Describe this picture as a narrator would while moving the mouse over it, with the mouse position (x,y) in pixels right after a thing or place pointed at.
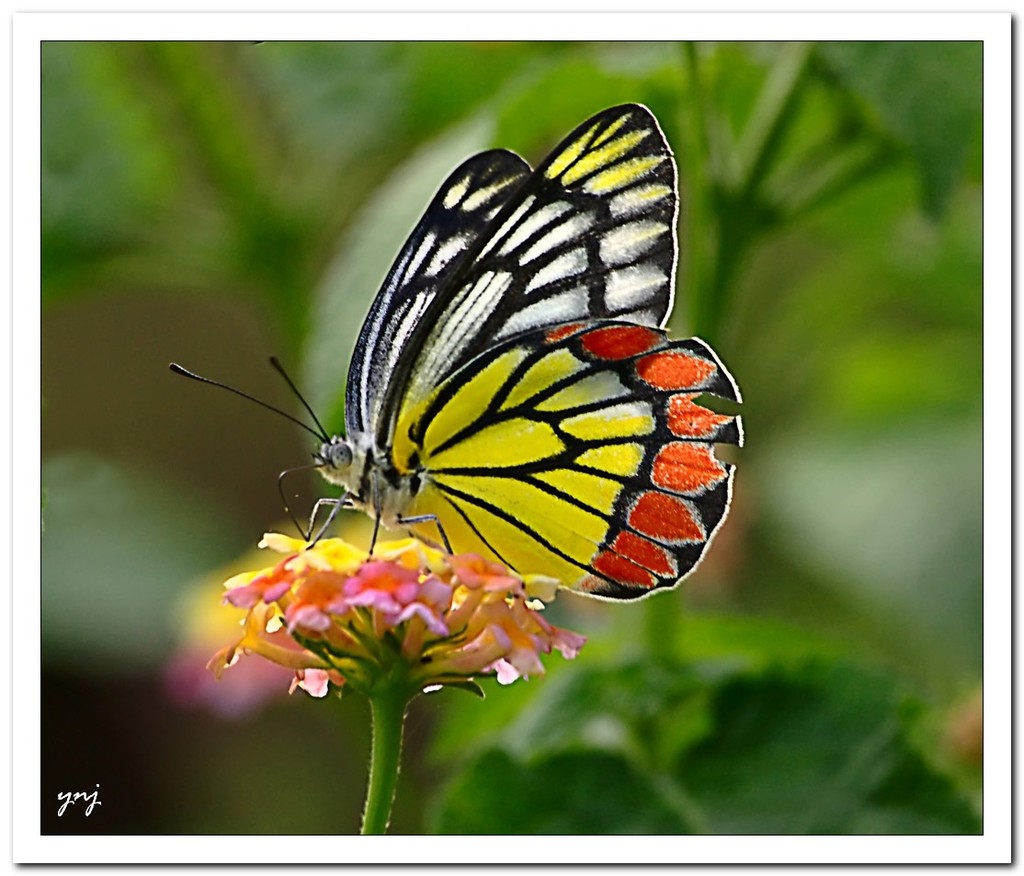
In the image we can see there is a butterfly (498,371) sitting on the flower (323,605) and behind the image is blur.
